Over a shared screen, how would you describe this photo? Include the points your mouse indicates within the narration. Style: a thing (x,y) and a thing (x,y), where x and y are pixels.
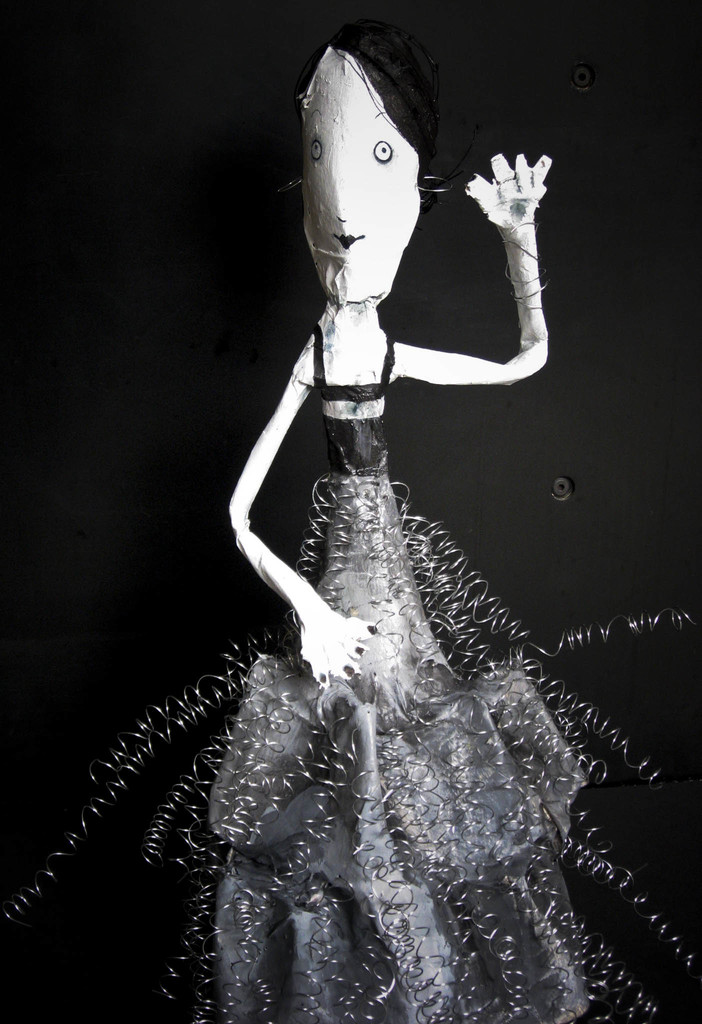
In this picture there is a doll (514,740) which is made from the papers (402,247), springs (406,518) and plastic cover (386,626). In the background (641,385) I can see the darkness (597,444).
